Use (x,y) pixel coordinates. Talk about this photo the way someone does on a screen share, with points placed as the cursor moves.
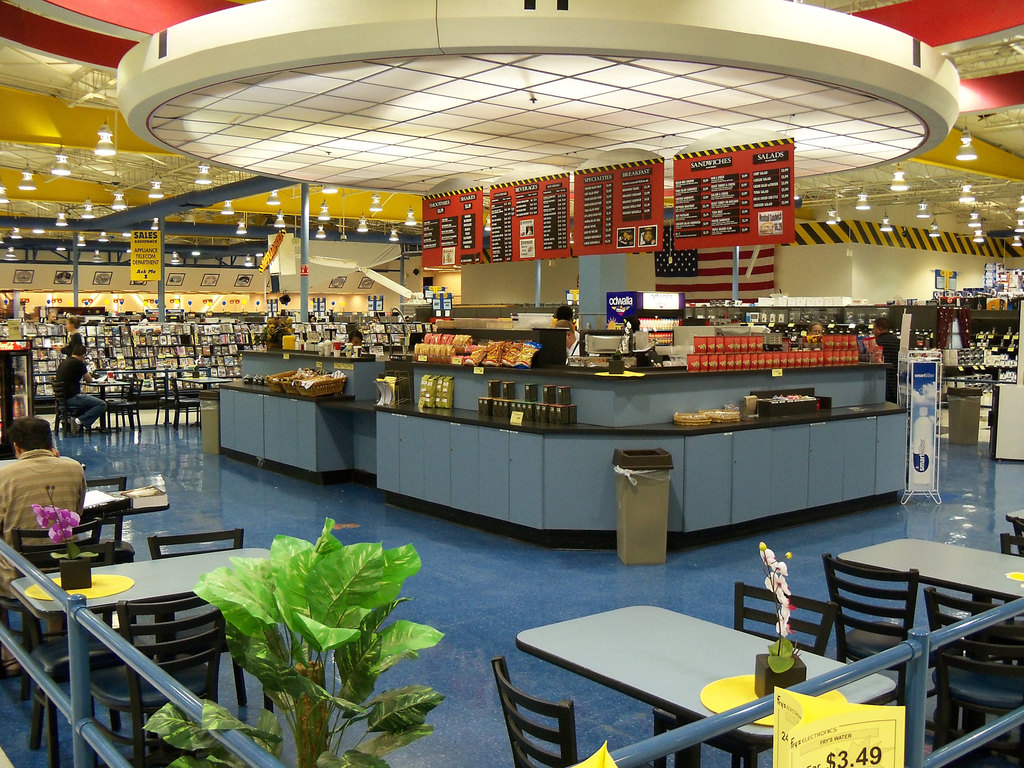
In this picture I can see the inside view of a building (66,112). In the front of this picture (158,626), I can see the railing (993,613), few tables (880,683) and chairs (972,676), a plant (393,631) and a man (18,493) sitting on chair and I see the floor (287,515). In the middle of this picture (535,491) I see the counter tops (542,431) on which there are few things (715,361) and I can see the ceiling (485,165), on which there are few boards (581,179). In the background (48,335) I can see the racks (981,316) on which there are few things (963,319) and I can see few more chairs (134,381) and a person (70,351) sitting. On the top of this picture (1,193) I can see the lights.
